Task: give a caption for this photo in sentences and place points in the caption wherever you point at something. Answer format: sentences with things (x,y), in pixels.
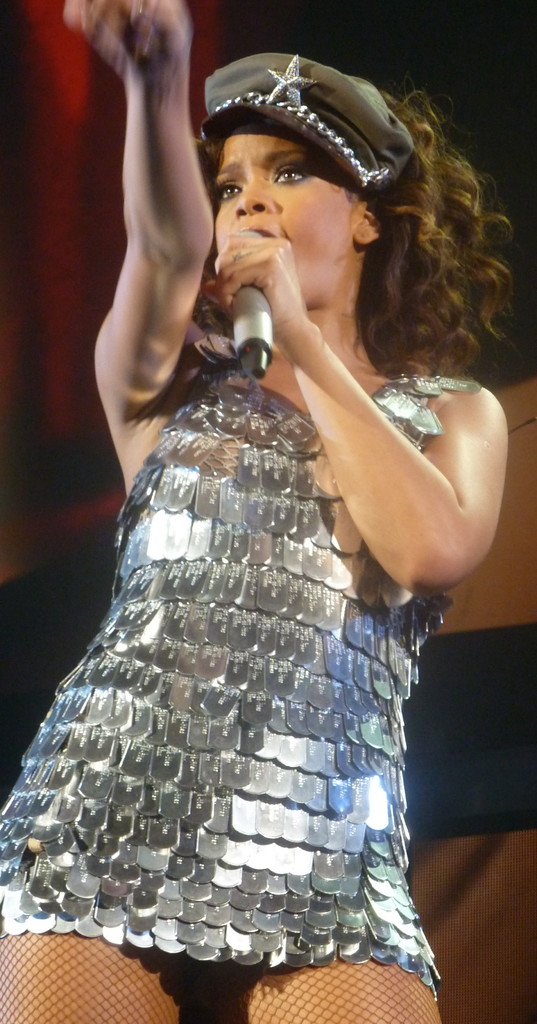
This is the image of a person (463,577) holding mike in the foreground (408,260). And it looks like a curtain (110,561) in the background (6,274).
